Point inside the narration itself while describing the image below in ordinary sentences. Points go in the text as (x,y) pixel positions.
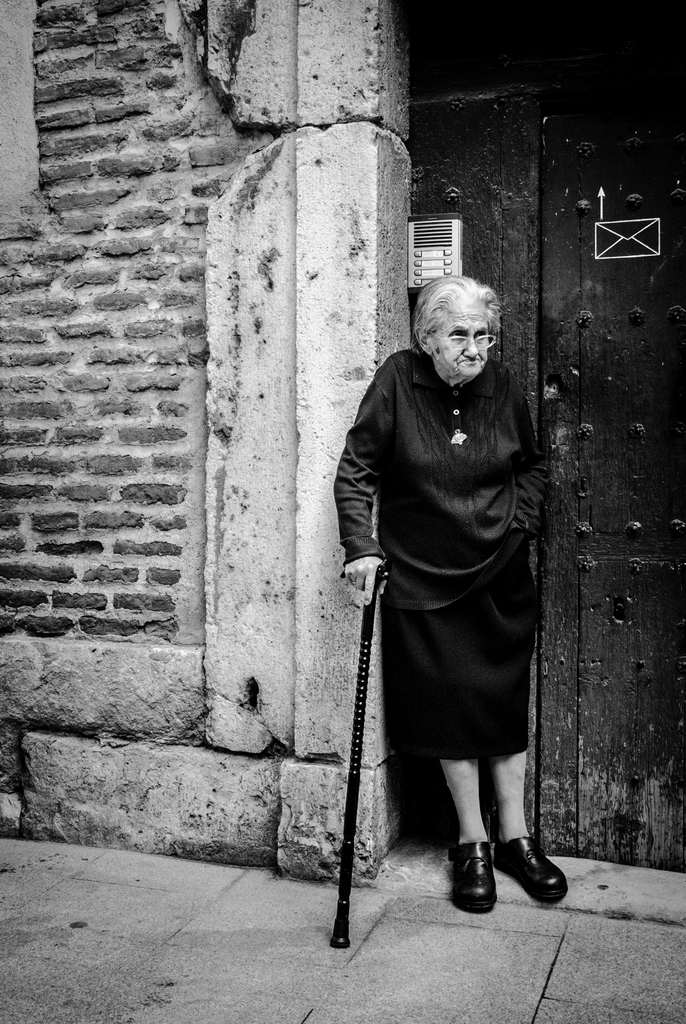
In this picture we can see woman (505,541) standing and holding stick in hand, behind we can see door (491,185) to the brick wall (150,470).
